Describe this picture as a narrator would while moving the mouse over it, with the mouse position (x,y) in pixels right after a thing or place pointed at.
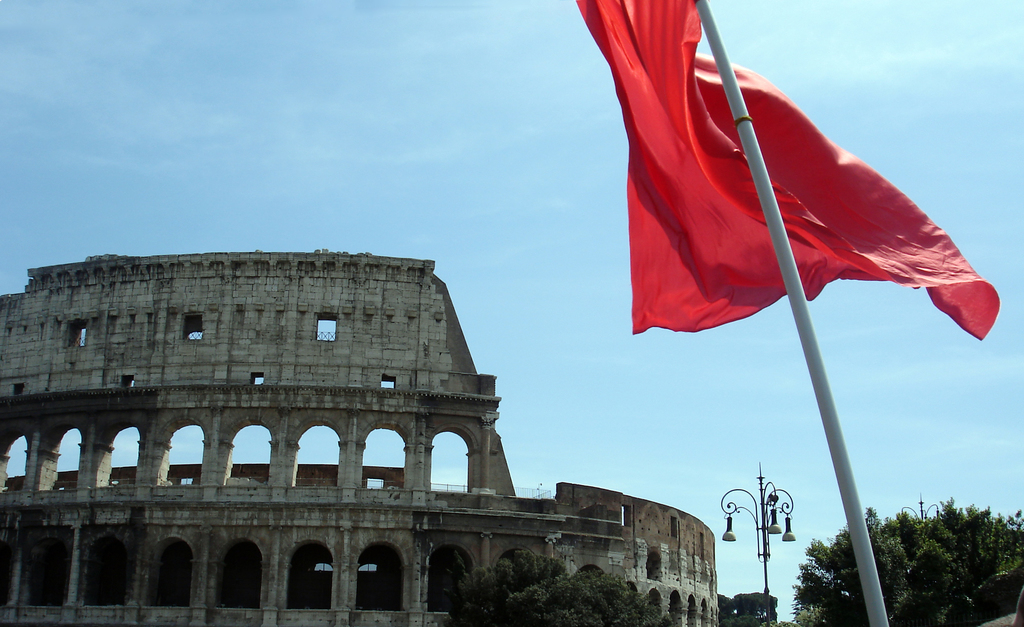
In this image on the left side (293,374) there is one fort (394,576) and there are some trees (807,580), at the bottom (870,556) on the right side (817,381) there is one pole (856,498) and flag (765,280) and at the bottom (773,519) there is one pole (762,519) and some lights (727,515). On the top of the image (351,90) there is sky (411,196).
